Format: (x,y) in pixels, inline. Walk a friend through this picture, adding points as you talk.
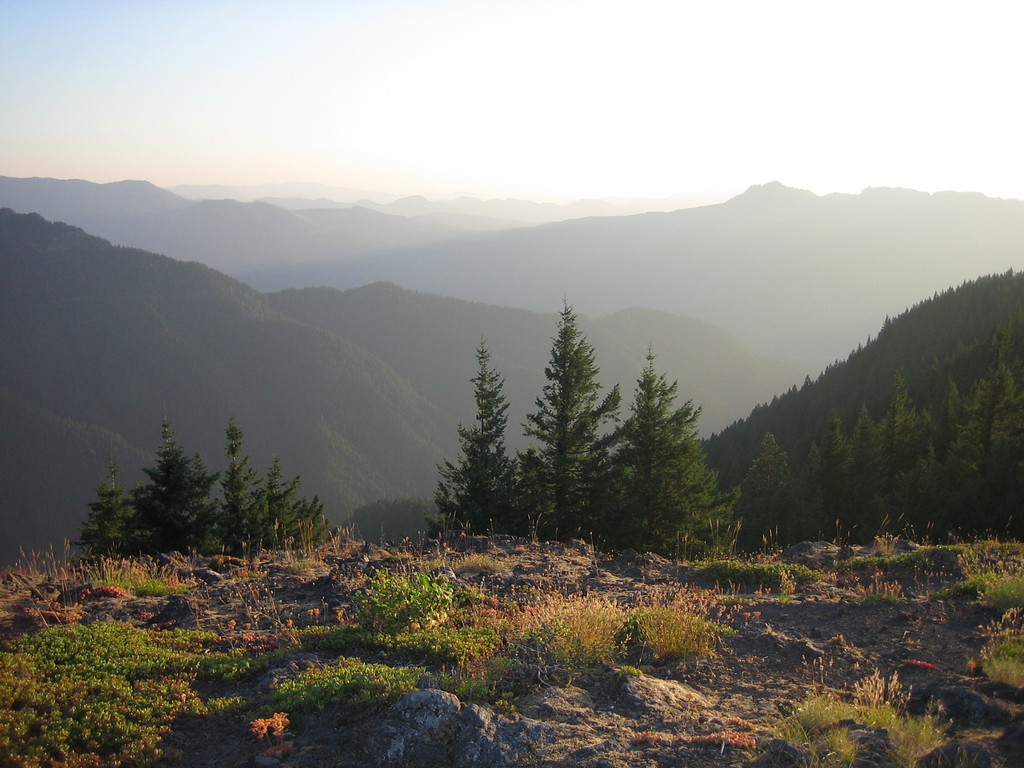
In this image, we can see some plants (264,647), trees (664,428), mountains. We can see the ground (895,620) and some grass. We can see the sky (610,23).
